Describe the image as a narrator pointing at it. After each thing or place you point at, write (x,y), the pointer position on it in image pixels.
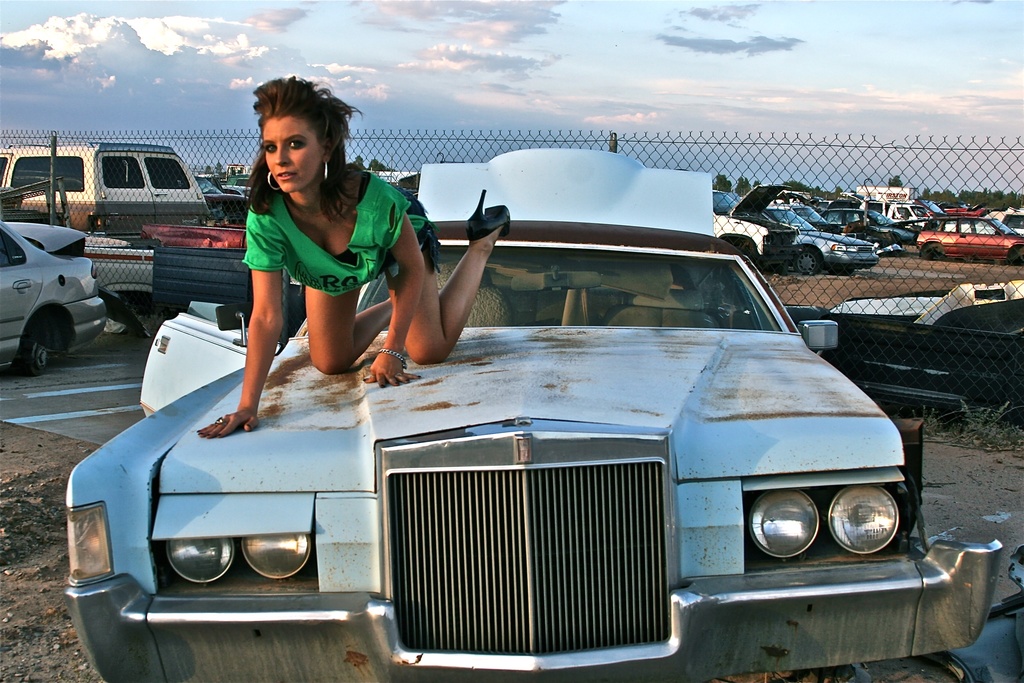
In the background (832,177) we can see sky (673,56) with clouds (243,41), trees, vehicles (760,193) and mesh (209,131). We can see a woman (343,306) wearing t-shirt (360,264) is on the car (520,363).
